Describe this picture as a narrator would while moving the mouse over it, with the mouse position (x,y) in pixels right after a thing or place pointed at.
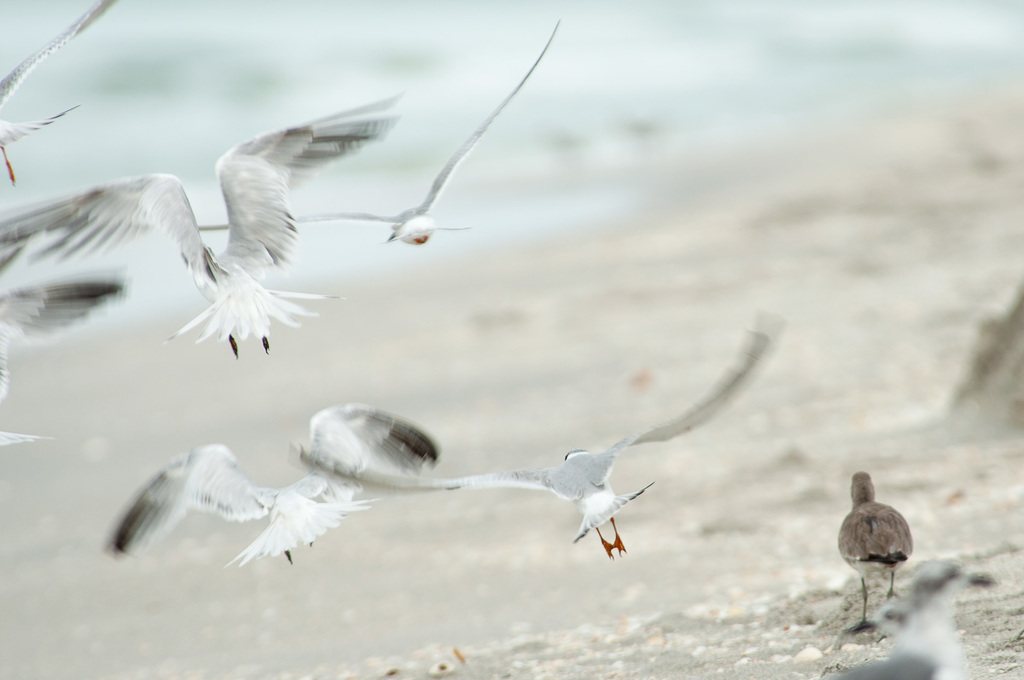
On the right side of the image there are two birds (864,582) standing on the sand (732,638). There are a few birds (3,147) flying in the air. In the background of the image (435,54) there is water (572,54).
